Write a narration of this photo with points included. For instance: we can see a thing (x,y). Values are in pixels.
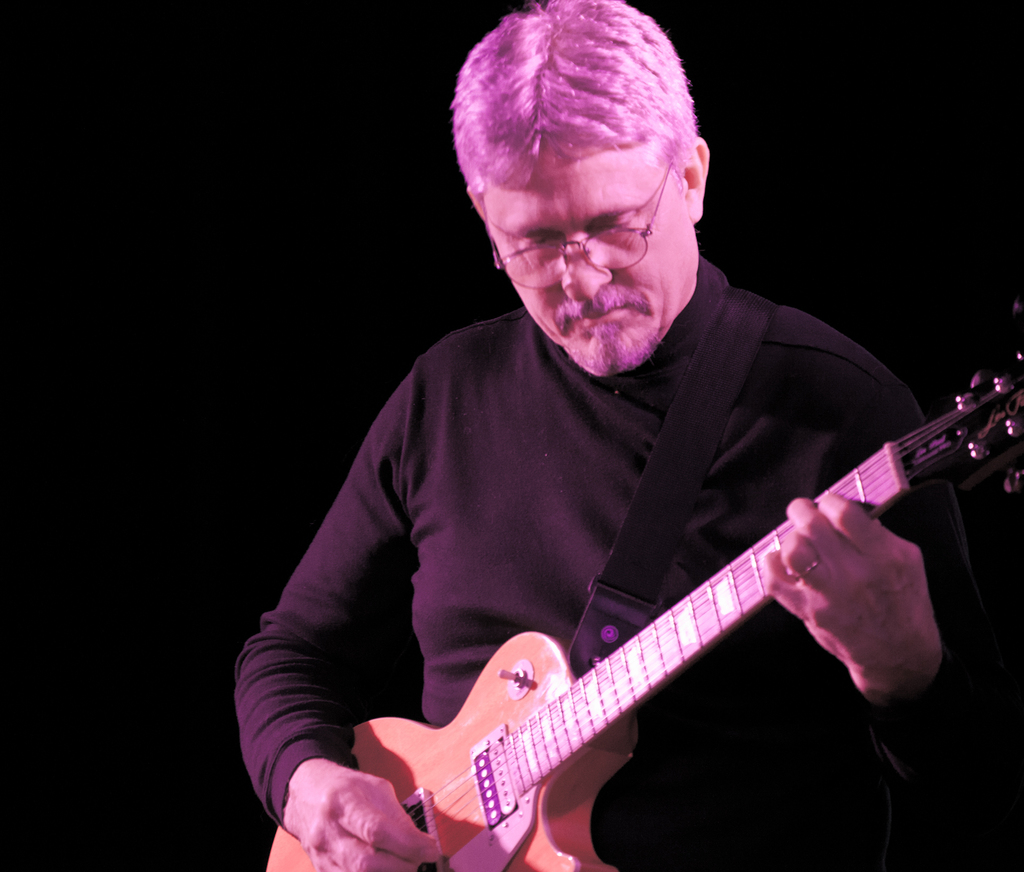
In this picture we can see a man (516,471) wore spectacle (634,240) holding guitar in his hand (368,847) and playing it and in the background (367,269) it is dark.
